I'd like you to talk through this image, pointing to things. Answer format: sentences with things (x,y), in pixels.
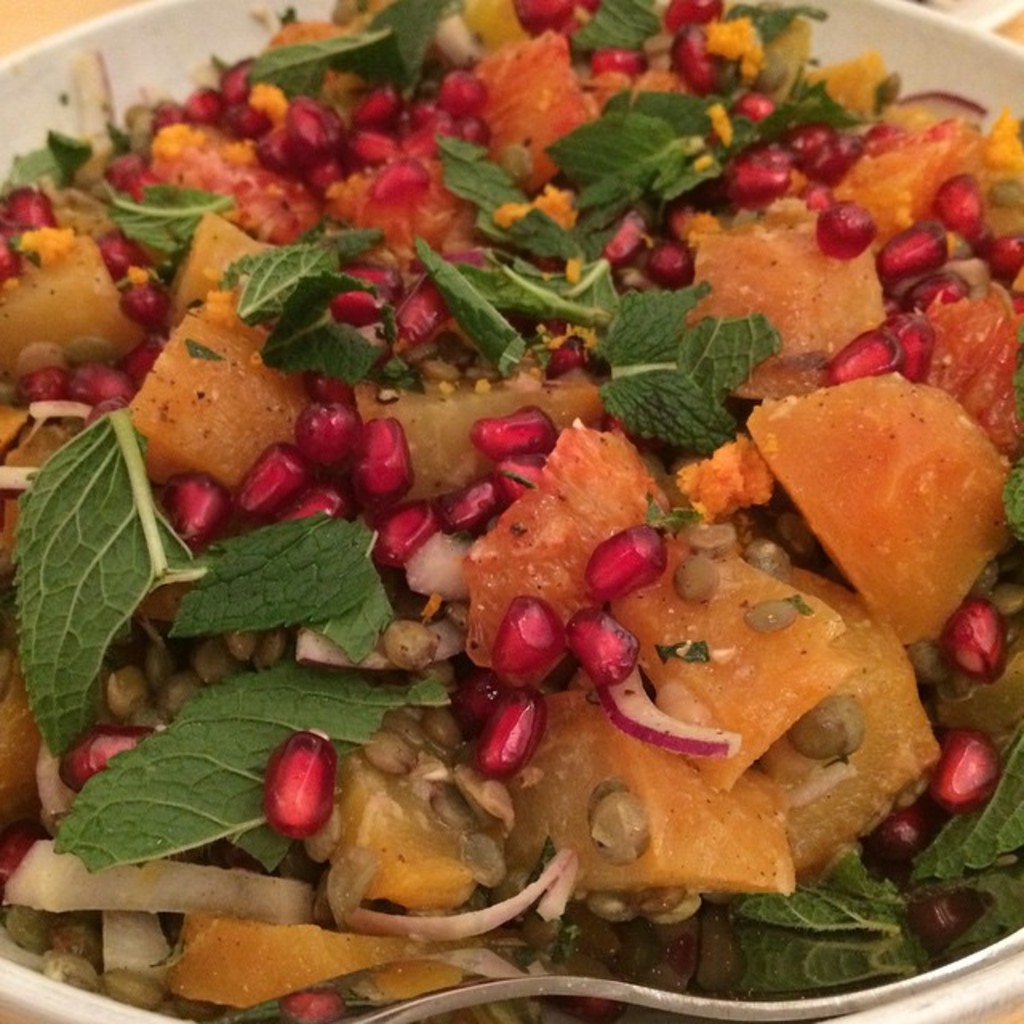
In this image, I can see a food item (551,469) and a spoon (752,1009) in a bowl (165,52).
